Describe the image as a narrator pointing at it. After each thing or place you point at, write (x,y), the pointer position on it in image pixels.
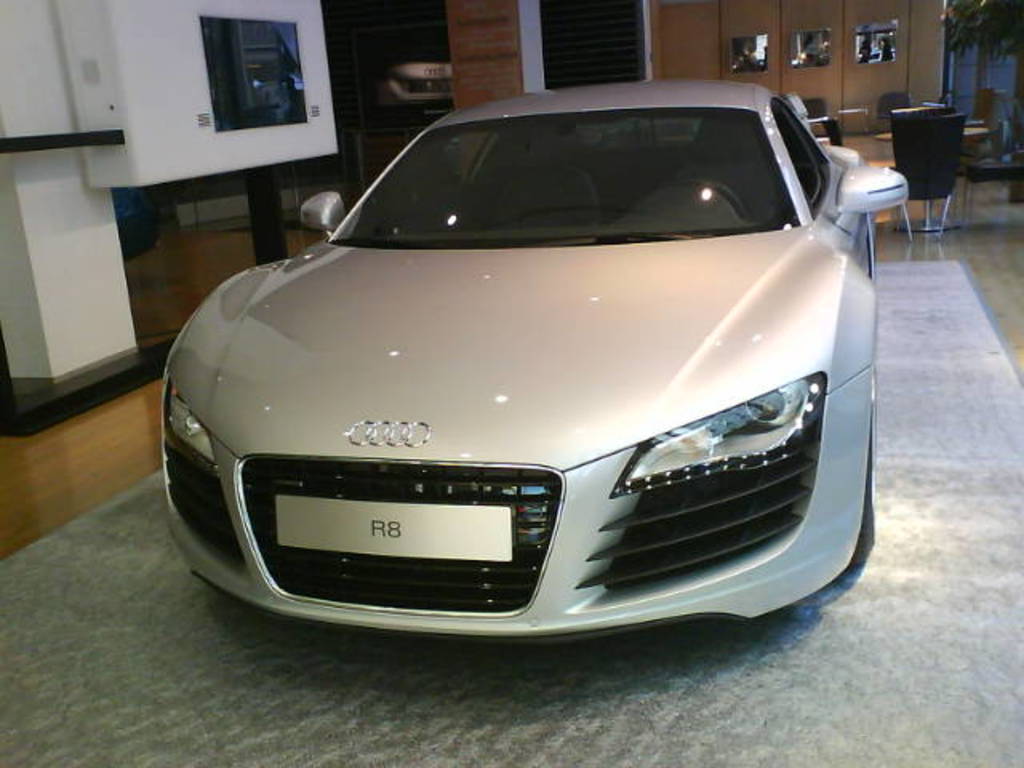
In this picture we can see a car (426,460) on the floor (898,582). Behind to the car (762,324) we can see empty chairs (929,136), door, plant (969,37).
